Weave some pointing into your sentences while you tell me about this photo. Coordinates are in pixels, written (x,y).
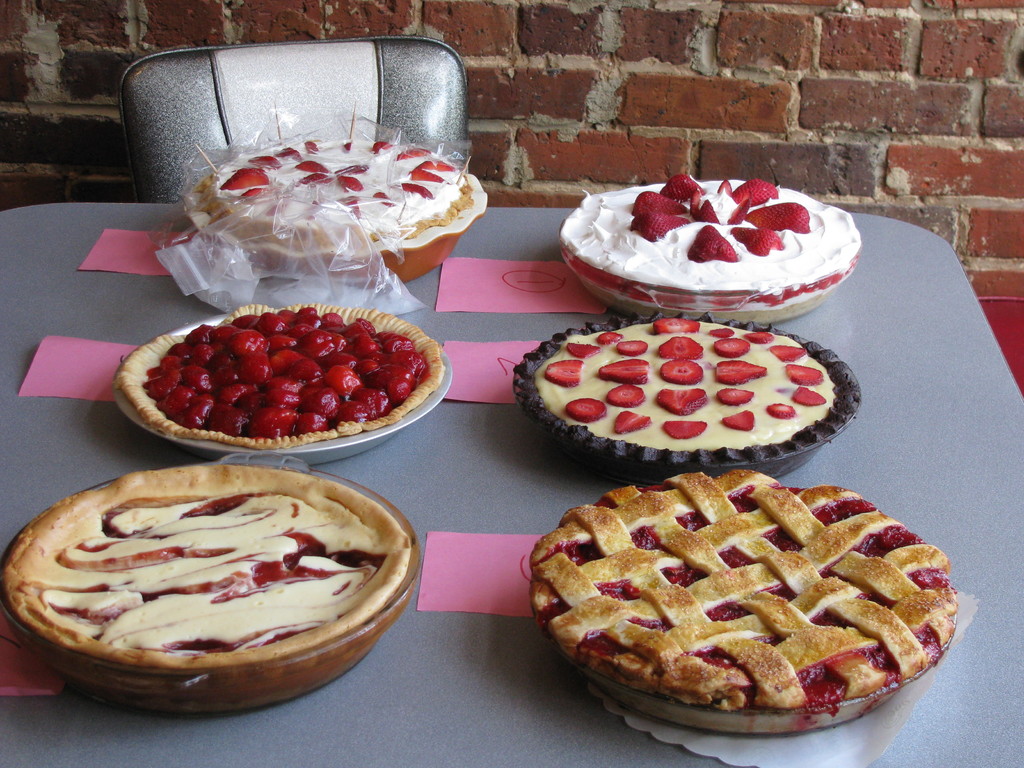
In this image we can see different food items (800,605) kept on the pans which are placed on the table (254,731). Here we can see pink color papers (93,352) are also kept on the table (96,336), we can see a chair (326,89) and the brick wall (658,53) in the background (667,34).
